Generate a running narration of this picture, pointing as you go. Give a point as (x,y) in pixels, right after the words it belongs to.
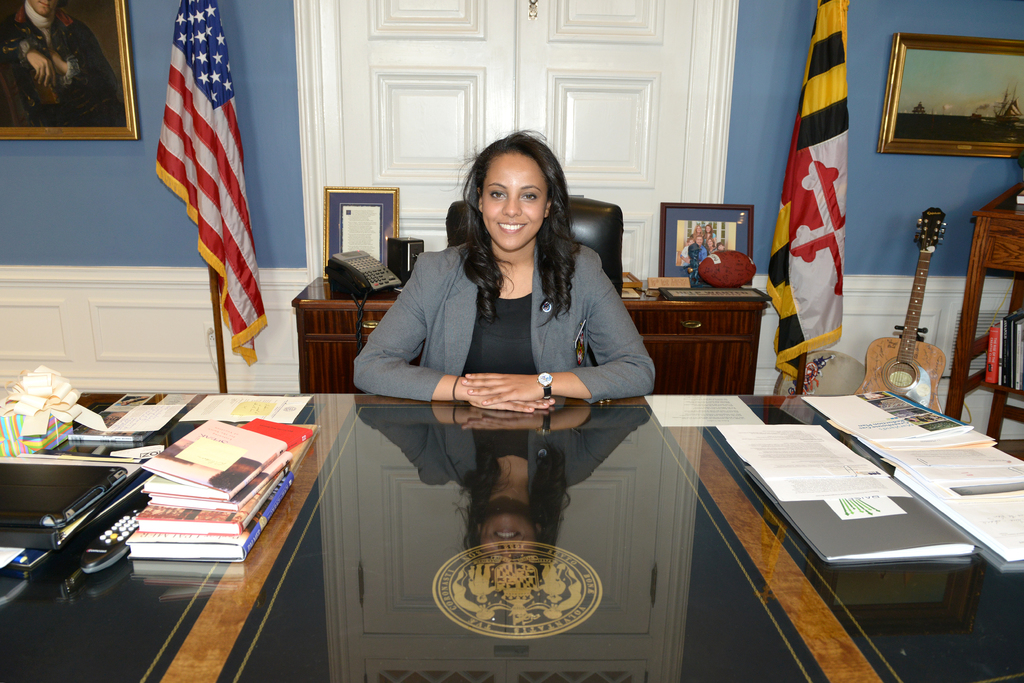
Here in this picture we can see a woman (511,193) wearing a coat (451,261) and sitting on a chair (579,236) and smiling and in front of her we can see a table (455,408), on which we can see number of papers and books (217,495) and a remote (116,539) present and behind her we can see a table (327,300) with drawers (372,322) and cup boards (671,366) present and on that we can see a telephone (376,264) and some photo frames (376,222) present and beside her on either side we can see flag posts (784,273) present and on the walls (765,280) we can see portraits (82,62) present and on the right side (920,220) we can see a guitar (883,348) present and we can see a shelf (970,315) with books (1004,366) present.
